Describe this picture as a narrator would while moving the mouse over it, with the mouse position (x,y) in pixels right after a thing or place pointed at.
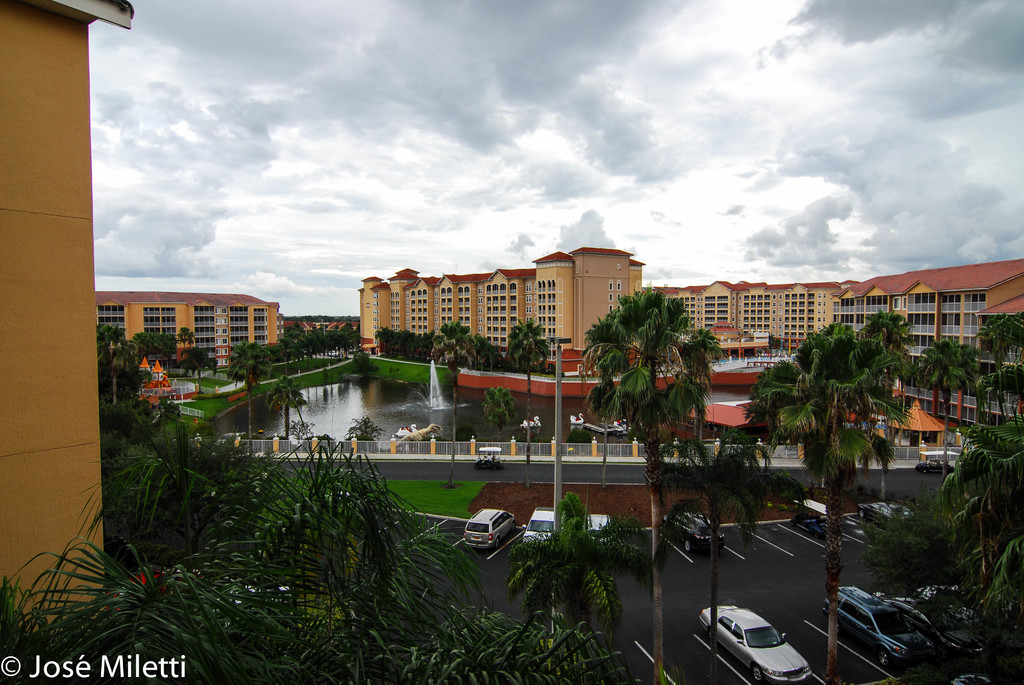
In this image we can see many trees (835,458) and buildings (765,313) with windows (161,319). Also there is water (489,422). On the water (591,412) there are boats (411,427). And there is a fountain (435,409). And we can see a parking area (779,587) with vehicles (817,521). In the background (244,188) there is sky (527,142) with clouds (704,138). In the left bottom corner (105,657) there is watermark (55,661).
